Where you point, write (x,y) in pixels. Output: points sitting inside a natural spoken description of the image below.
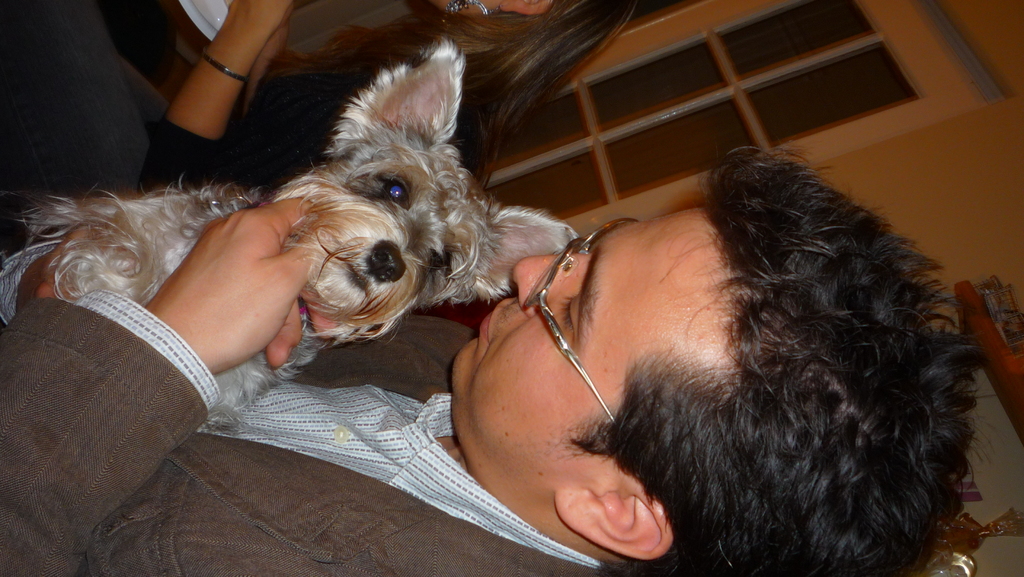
In this image I see a man (644,339) who is holding this dog (423,262) and I see a woman (286,30) over here and I see that the man (421,351) is wearing a suit (254,467) which is of brown in color and he is also wearing a white shirt (293,422) and I see that this dog (381,107) is of white and brown in color. In the background (835,18) I see the wall (889,179) and a window (674,72) over here and I see few things (1000,315) over here.
